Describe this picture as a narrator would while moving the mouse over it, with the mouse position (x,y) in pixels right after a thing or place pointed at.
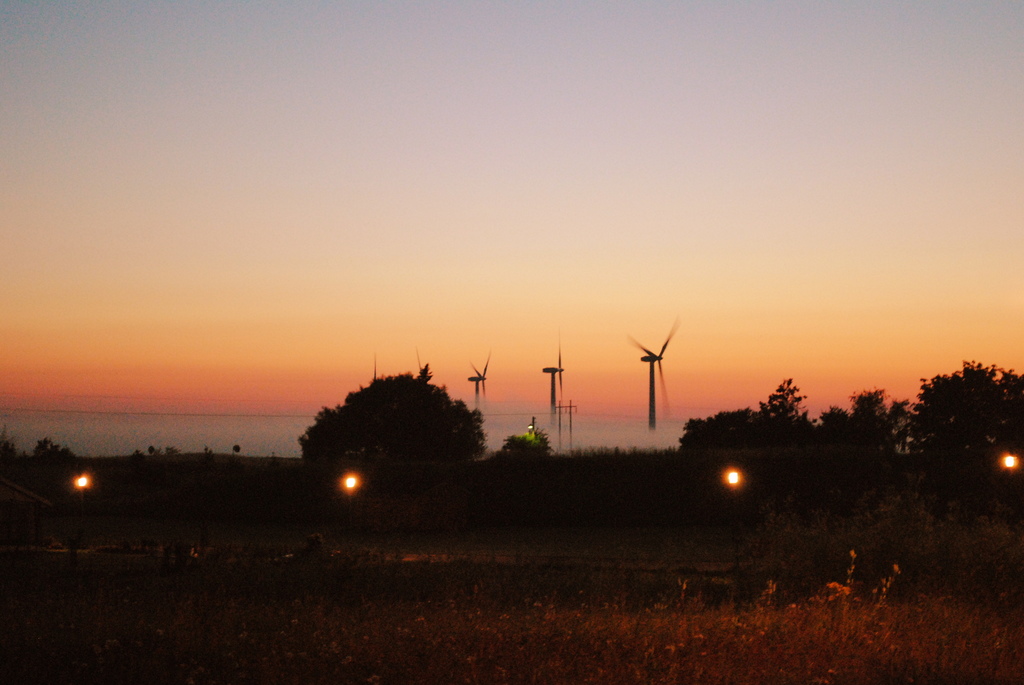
In this image there is the sky (544,383), there are windmills (652,391), there are trees (730,435), there are lights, there are plants (574,628), there is a pole (563,426).
